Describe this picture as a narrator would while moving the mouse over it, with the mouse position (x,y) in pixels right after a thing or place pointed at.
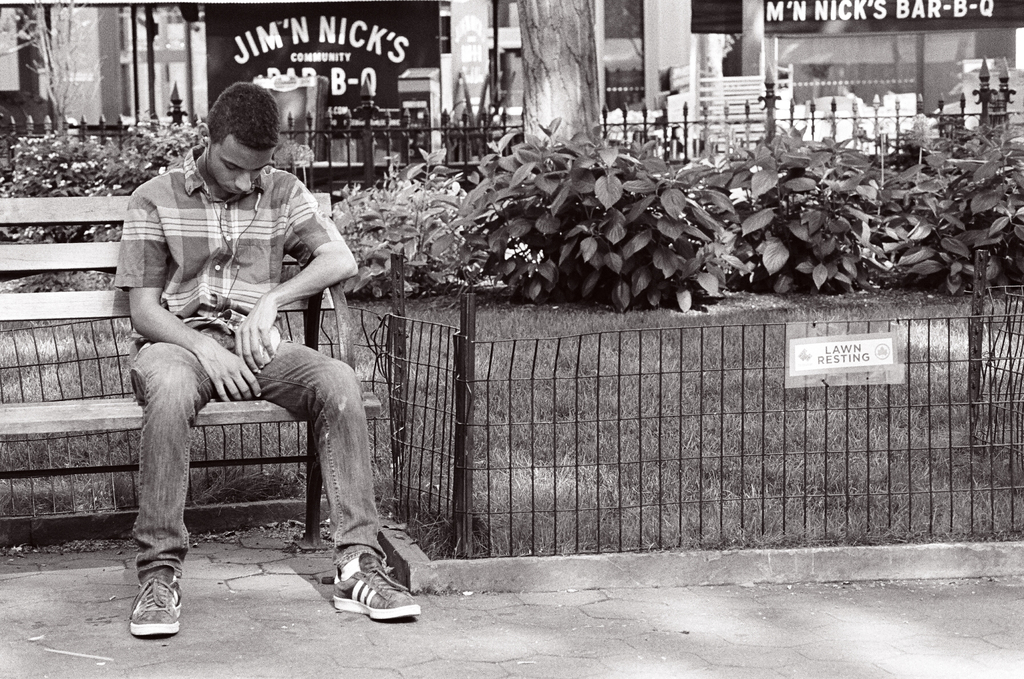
This consist of a man (138,299) sitting in a bench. It is clicked outside. In the background (807,214), there are plants (561,230) and grass (612,336) along with trees (541,93).
